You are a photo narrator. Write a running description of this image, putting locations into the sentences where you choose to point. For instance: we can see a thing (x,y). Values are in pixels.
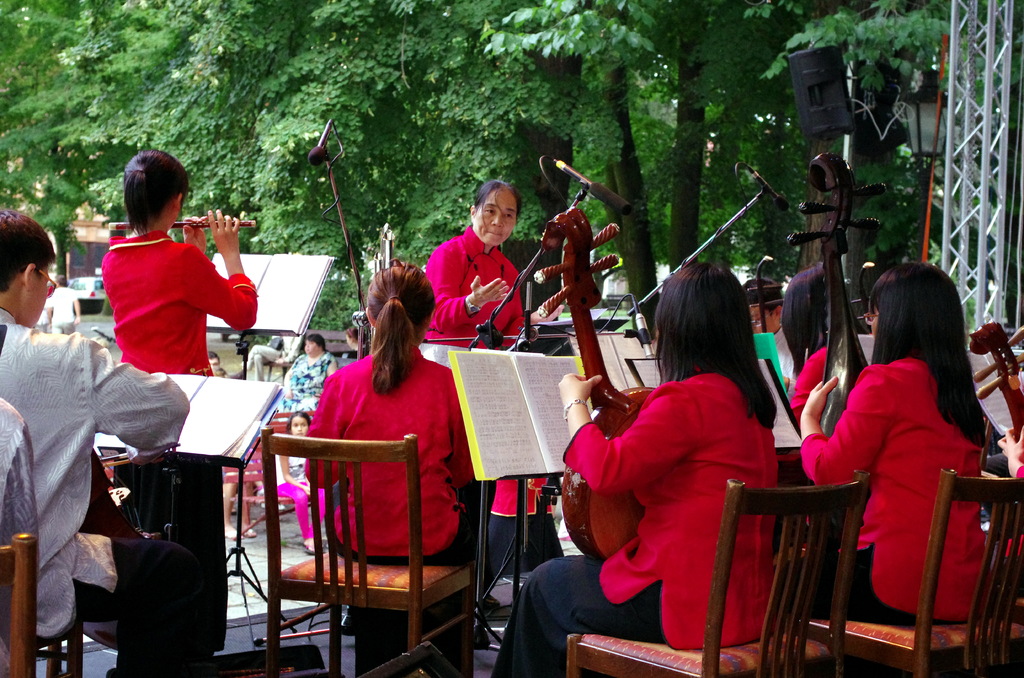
In this image few people (89,469) are playing musical instruments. In front of them there is stand (462,402) on which musical notes (499,429) is attached. In front of them there is a lady (476,232) standing. behind the lady (466,299) there are trees (781,94), speaker (830,80), and few people (306,362) are sitting on bench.
